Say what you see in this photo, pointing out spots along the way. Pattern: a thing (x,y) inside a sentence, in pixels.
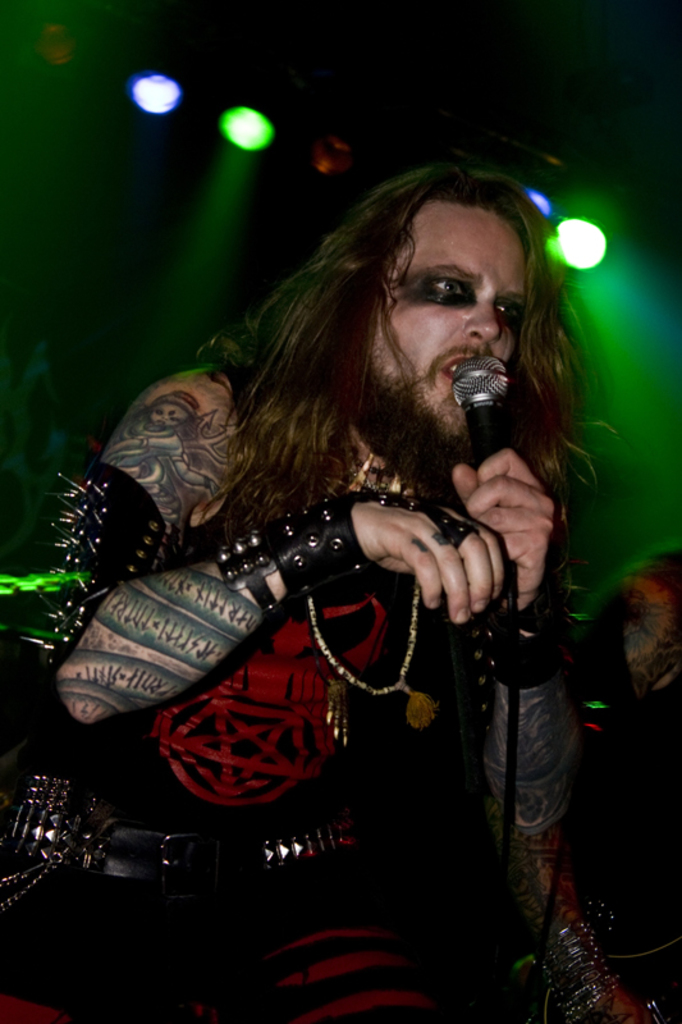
In the image we can see there is a man (348,570) and he is holding mic (460,376) in his hand (476,473). Behind there are lightings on the top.
